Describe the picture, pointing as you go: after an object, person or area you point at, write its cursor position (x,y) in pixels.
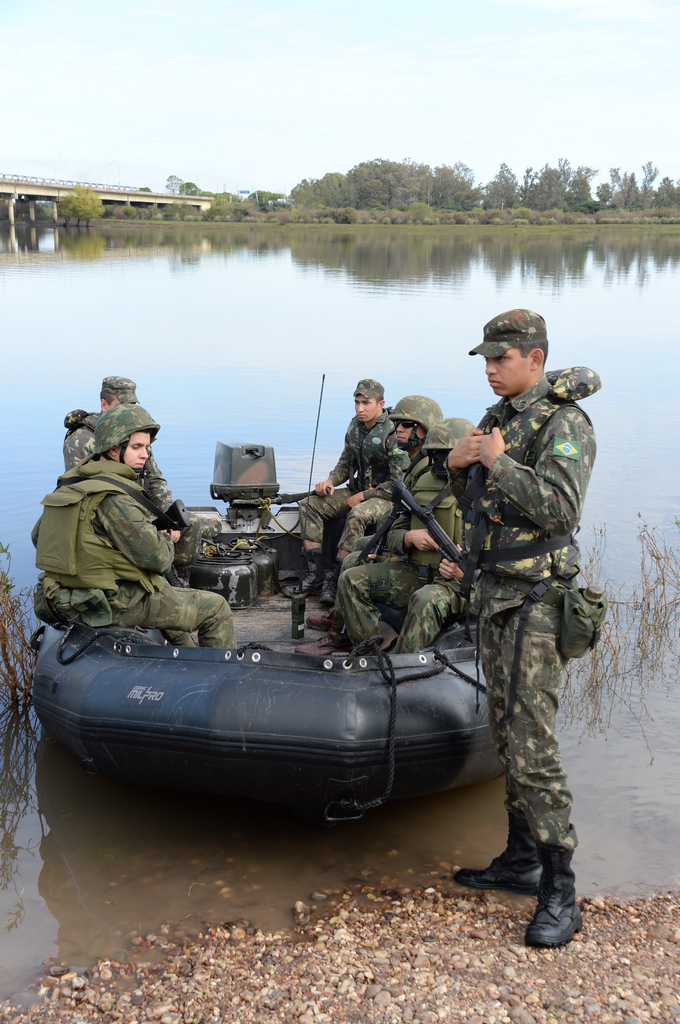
In the picture we can see this person (573,381) wearing uniform (542,778), cap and shoes (578,918) is standing on the rocks (607,951) and these people (49,583) wearing uniforms (410,521), caps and backpacks (77,517) are sitting in the inflatable boat (256,708) which is floating on the water (125,370). In the background (227,200), we can see the bridge (196,195), trees (537,193) and the sky (277,160).
